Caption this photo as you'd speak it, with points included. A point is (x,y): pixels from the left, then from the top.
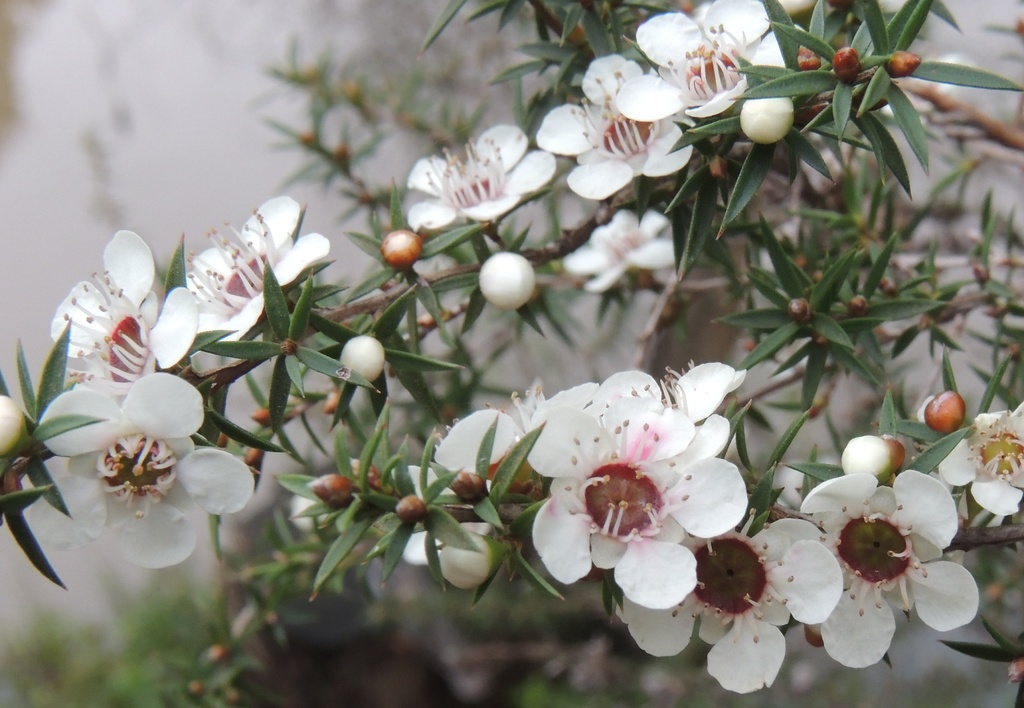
In the foreground of this image (634,527), there are white flowers (631,511) to the plant (664,314) and the background (190,86) image is blur.
